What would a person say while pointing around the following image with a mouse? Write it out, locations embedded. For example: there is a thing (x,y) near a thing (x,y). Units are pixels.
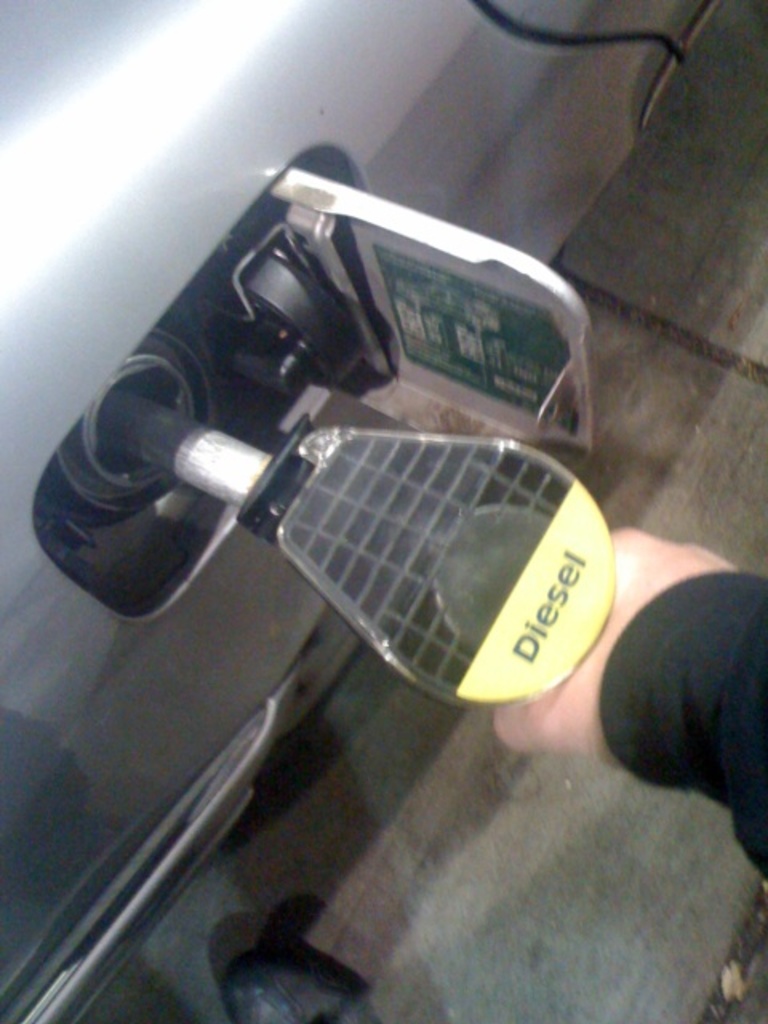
This image is taken in a petrol bunk (388,866). On the left side of the image (164,331) a car (154,651) is parked on the road (469,883) and a fuel tank (256,403) is opened. On the right side of the image (630,643) a man (690,754) is standing on the floor (603,921) and filling diesel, holding a diesel pipe (426,540) in his hand (591,667).
